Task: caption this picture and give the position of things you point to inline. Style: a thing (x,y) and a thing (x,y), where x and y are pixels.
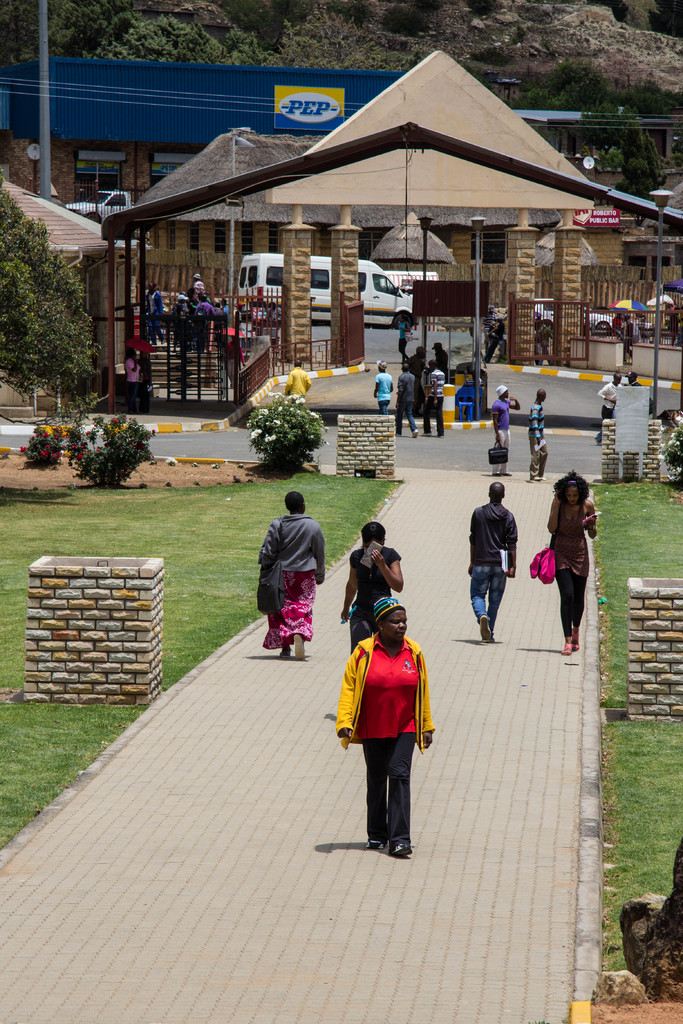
In this image we can see a group of people (410,375) standing on the ground (356,504). In the center of the image (236,372) we can see some pillars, gate (183,375), poles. In the background (118,251), we can see some buildings (261,153) with windows (90,177), sign boards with some text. At the top of the image (520,14) we can see a group of trees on a hill (513,6).
